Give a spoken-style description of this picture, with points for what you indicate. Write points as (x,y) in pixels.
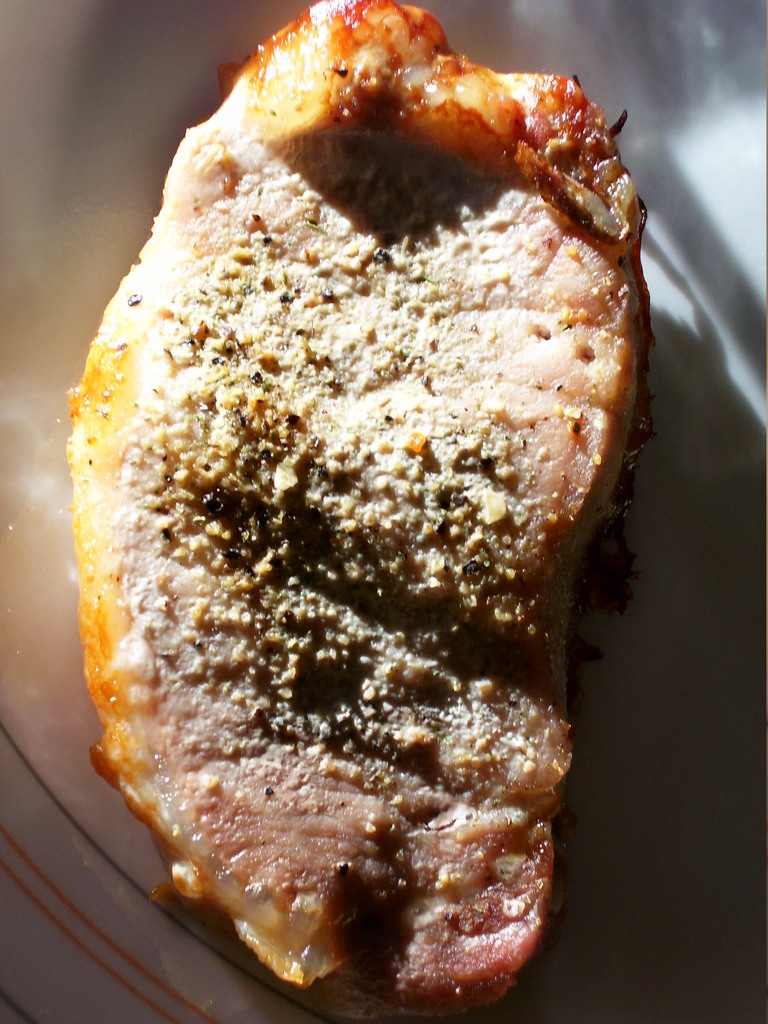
In this image, we can see a food item (175,758) is placed on the surface (54,762).
